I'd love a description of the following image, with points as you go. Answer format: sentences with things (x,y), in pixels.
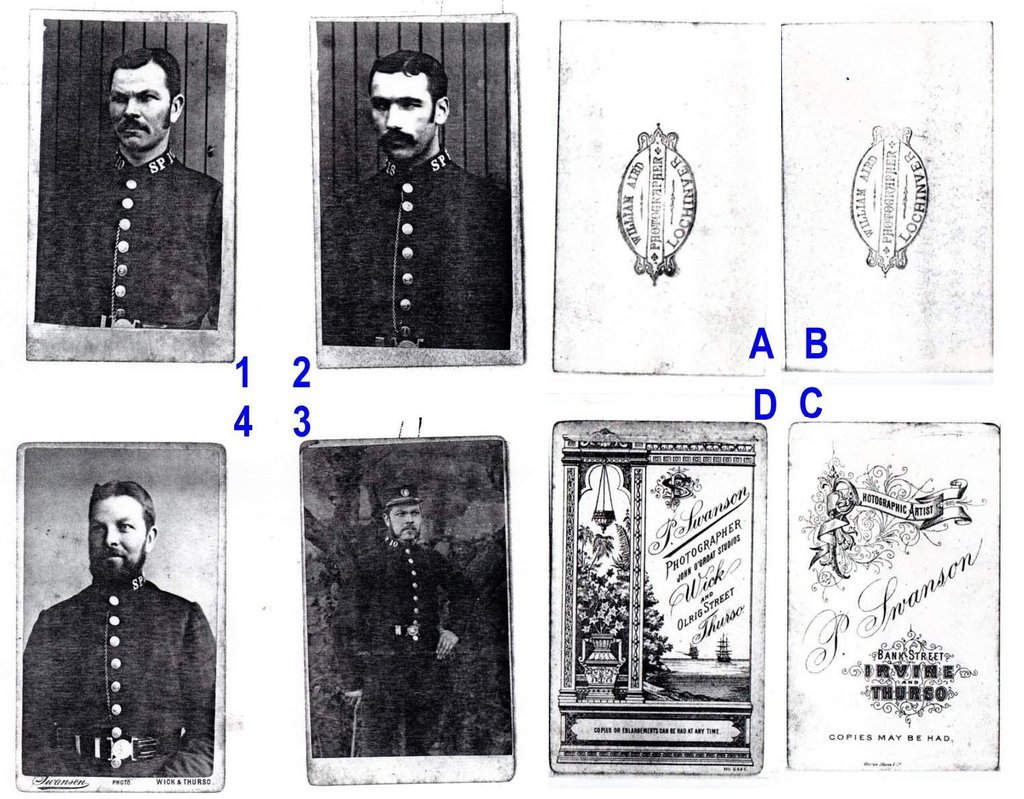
In this picture, we see eight photo frames (456,481) in black and white are placed on the white wall (290,351). We see numbers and alphabet (754,356) are written in blue color.
